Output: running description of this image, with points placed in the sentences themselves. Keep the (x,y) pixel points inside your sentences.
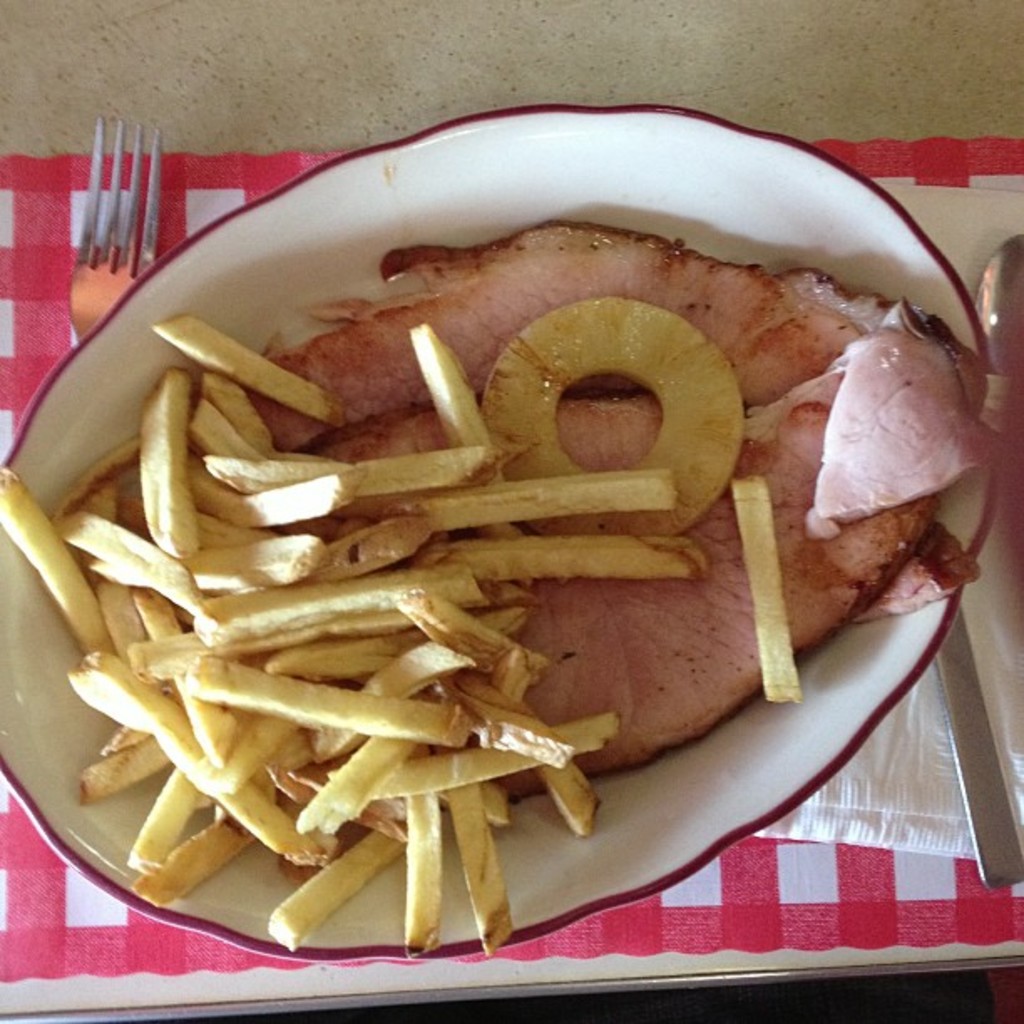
In this image there are food items (493,547) in a bowl (480,233). Beside the bowl (430,184) there are spoons (1016,867). There is a fork (100,226) on the cloth (170,176) which was placed on the table (659,43).
